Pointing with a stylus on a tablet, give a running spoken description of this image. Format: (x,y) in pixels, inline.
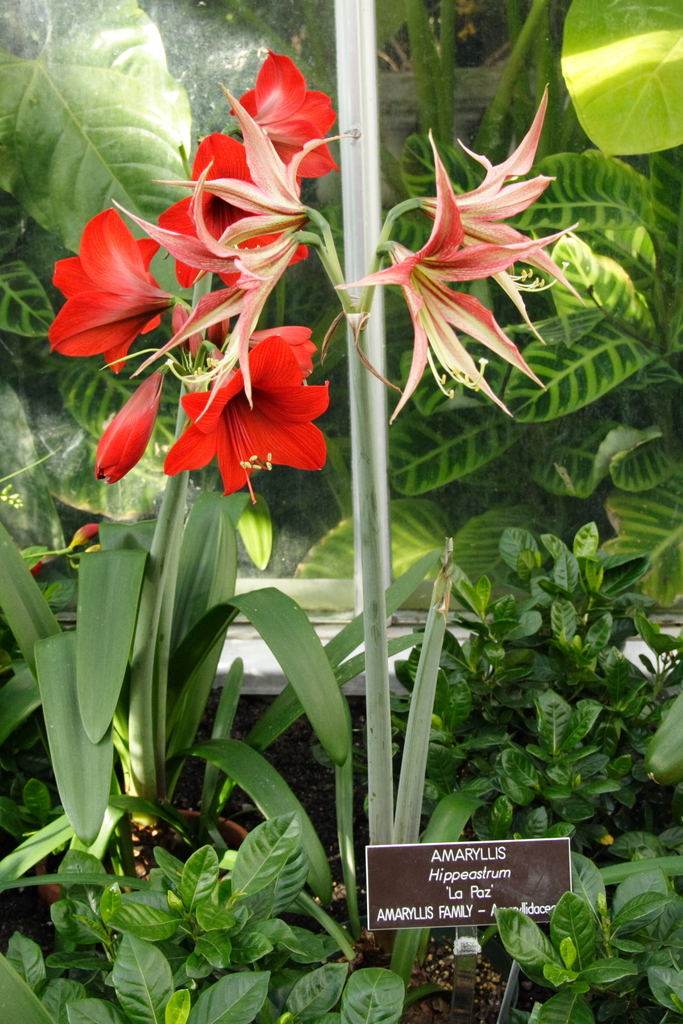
In this image I can see a plant (229,290). We can see a red color flower (265,379) and green leaves (263,608). I can see brown color board (445,886) and something is written on it.
